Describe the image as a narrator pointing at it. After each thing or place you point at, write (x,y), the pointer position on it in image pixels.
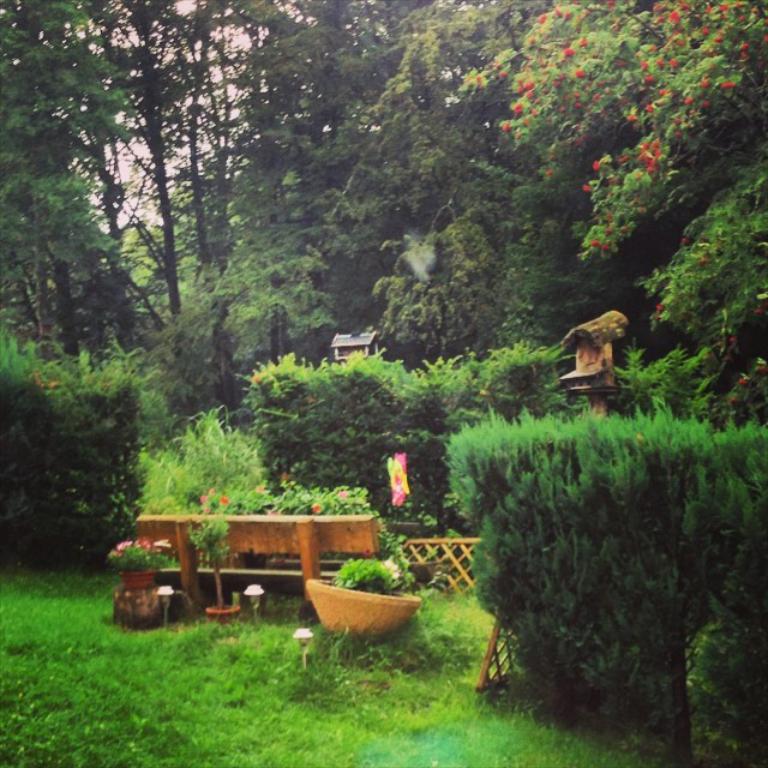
This is grass (206,734). There are plants (618,625), flowers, and bench (288,524). In the background (288,290) there are trees (219,134) and sky (146,182).
